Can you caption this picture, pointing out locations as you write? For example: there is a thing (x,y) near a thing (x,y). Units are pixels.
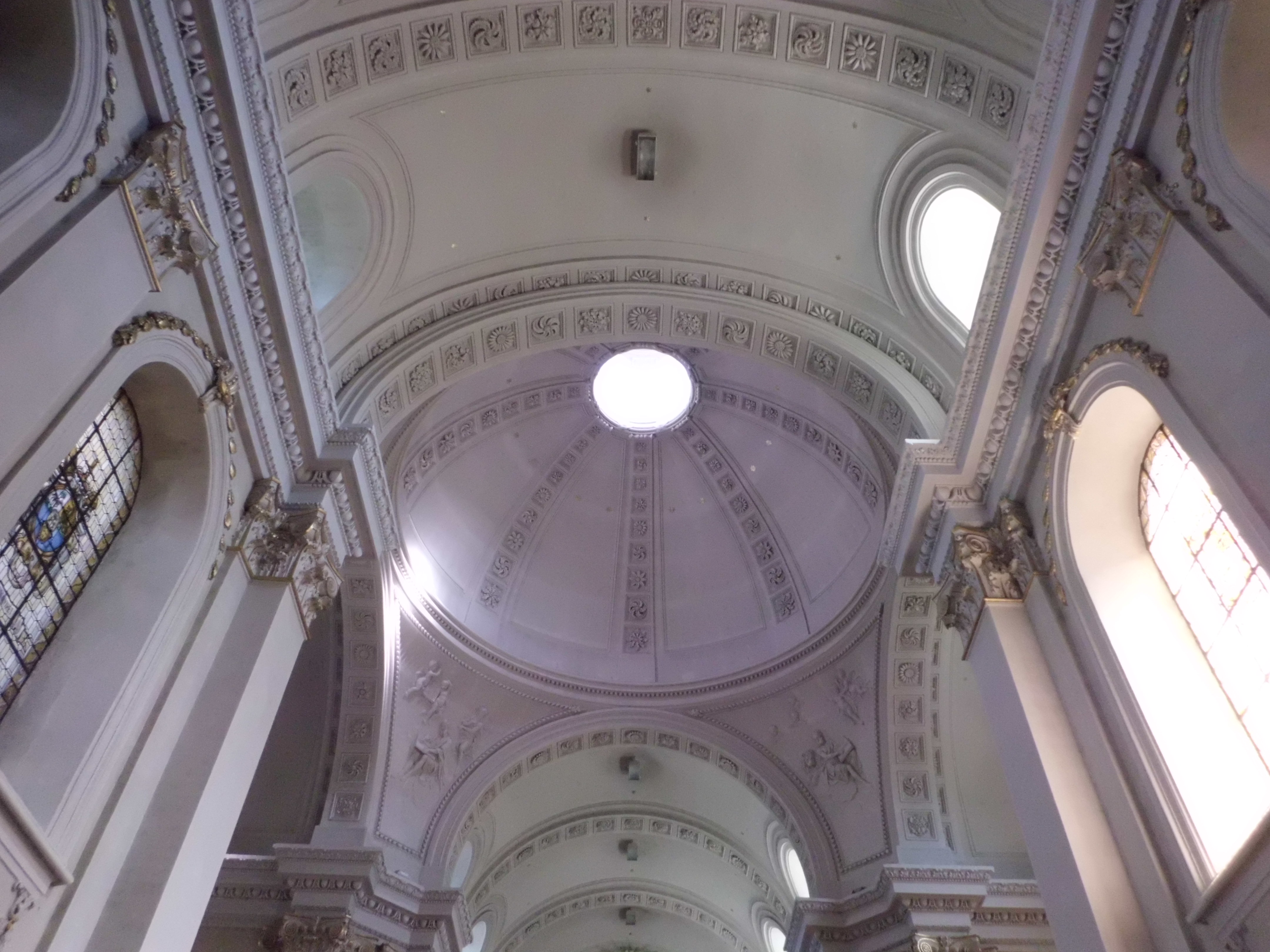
This picture is clicked inside the building (441,589). On the left side (223,423), we see a white wall (113,627), pillar (249,566) and a window (84,507). On the right side (1001,402), we see a pillar (1014,672), window (1240,600) and a white wall (1173,267). At the top (602,98), we see the lights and the ceiling (634,717) of the room (472,681).
